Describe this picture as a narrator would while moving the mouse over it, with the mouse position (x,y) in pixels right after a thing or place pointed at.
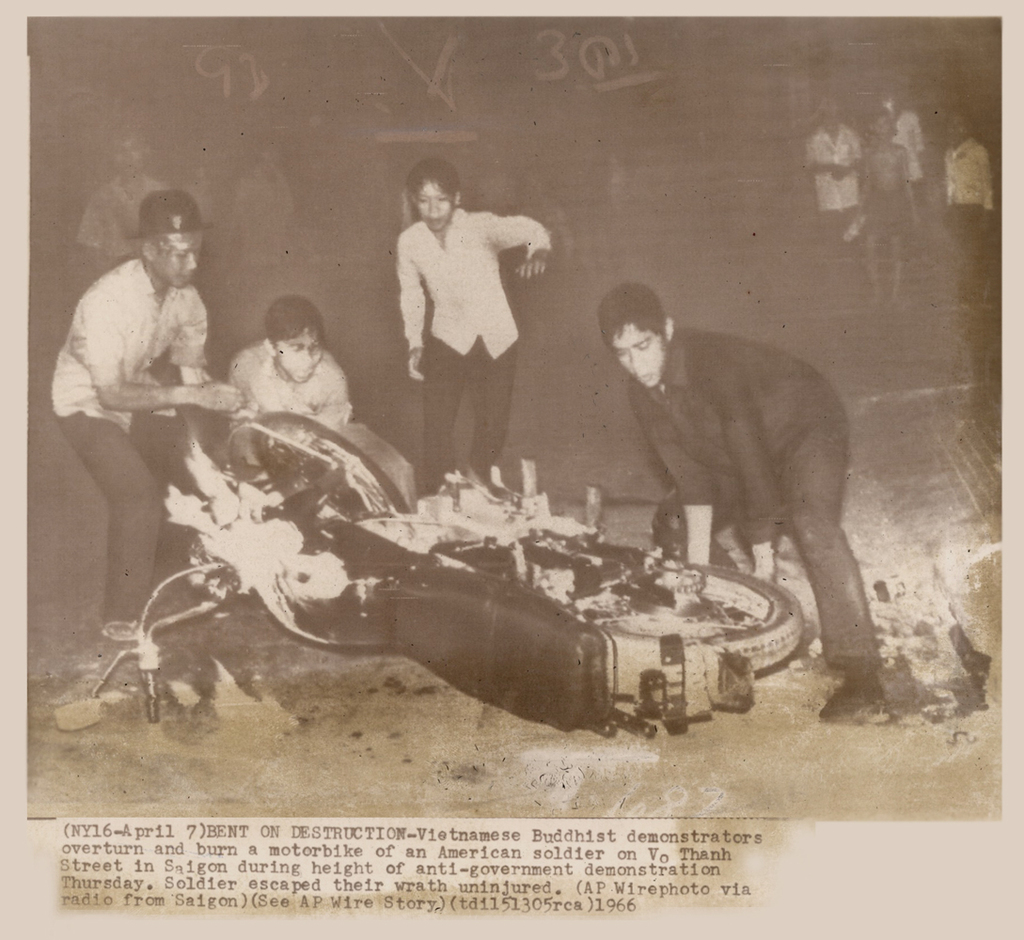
This image consists of a picture. In this picture, I can see few people (800,479) are lifting the motorcycle (662,666). In the background (915,154) few people (892,158) are standing. At the bottom of this picture (362,846), I can see some text (317,882).
